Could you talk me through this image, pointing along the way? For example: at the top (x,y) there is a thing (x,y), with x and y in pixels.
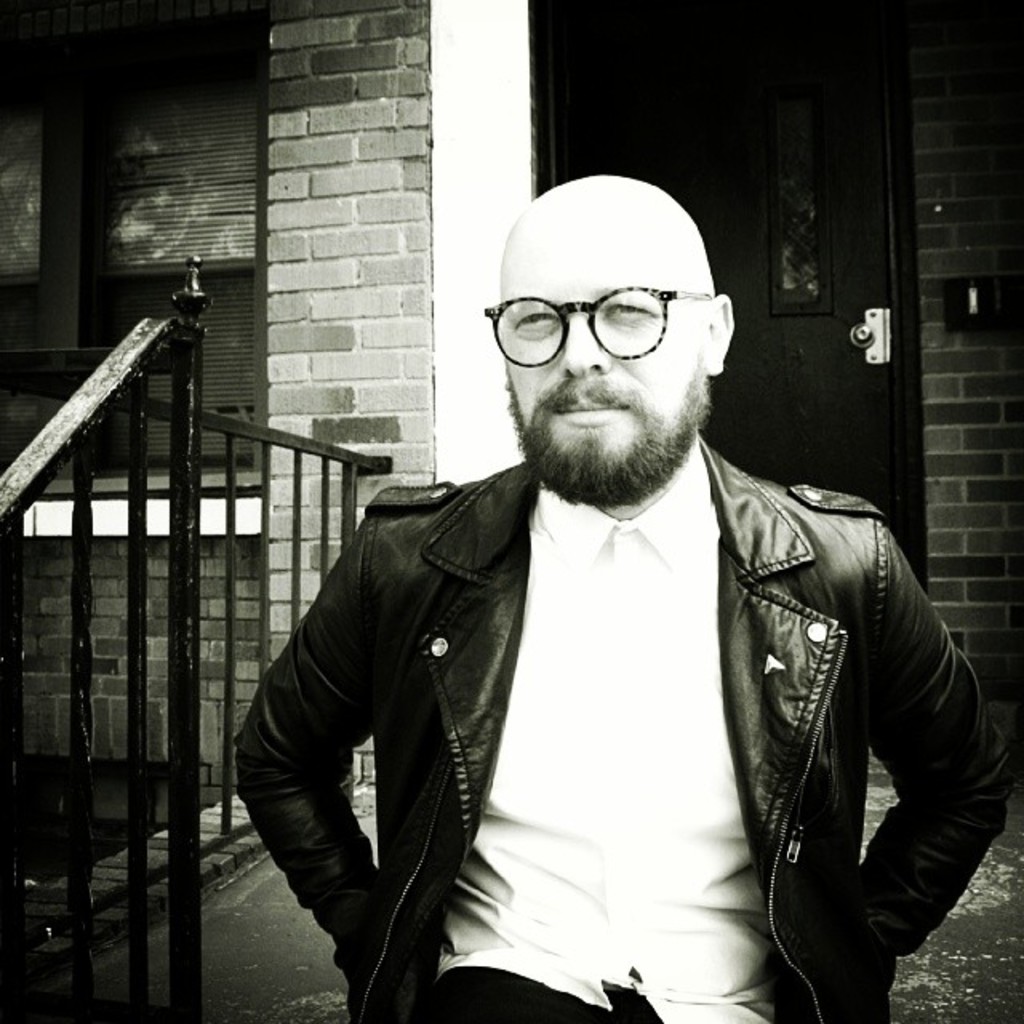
In this image we can see a person (567,590). Behind the person (562,643) we can see a wall (277,461) of a building (807,261). On the wall (127,619) we can see a door (769,320) on the right side (843,284). On the left side (20,200), we can see a window (80,214) and a railing (89,655).
